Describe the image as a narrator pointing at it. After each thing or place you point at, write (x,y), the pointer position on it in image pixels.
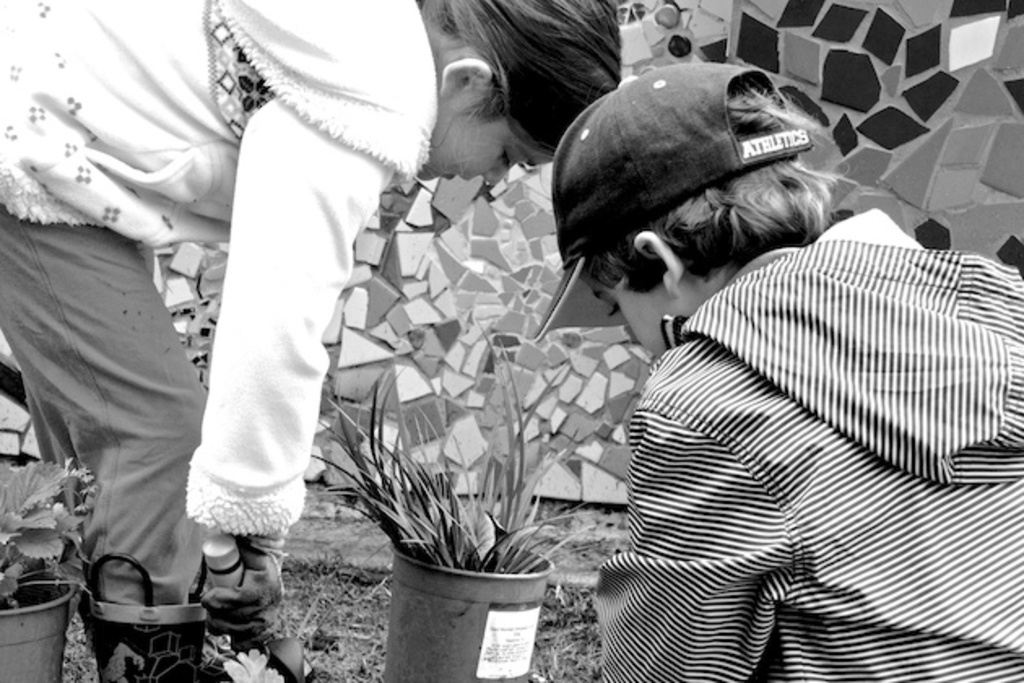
In this image I can see two people (572,282) and holding something. I can see few flower pots (463,541) and a wall (460,292). The image is in black and white.
